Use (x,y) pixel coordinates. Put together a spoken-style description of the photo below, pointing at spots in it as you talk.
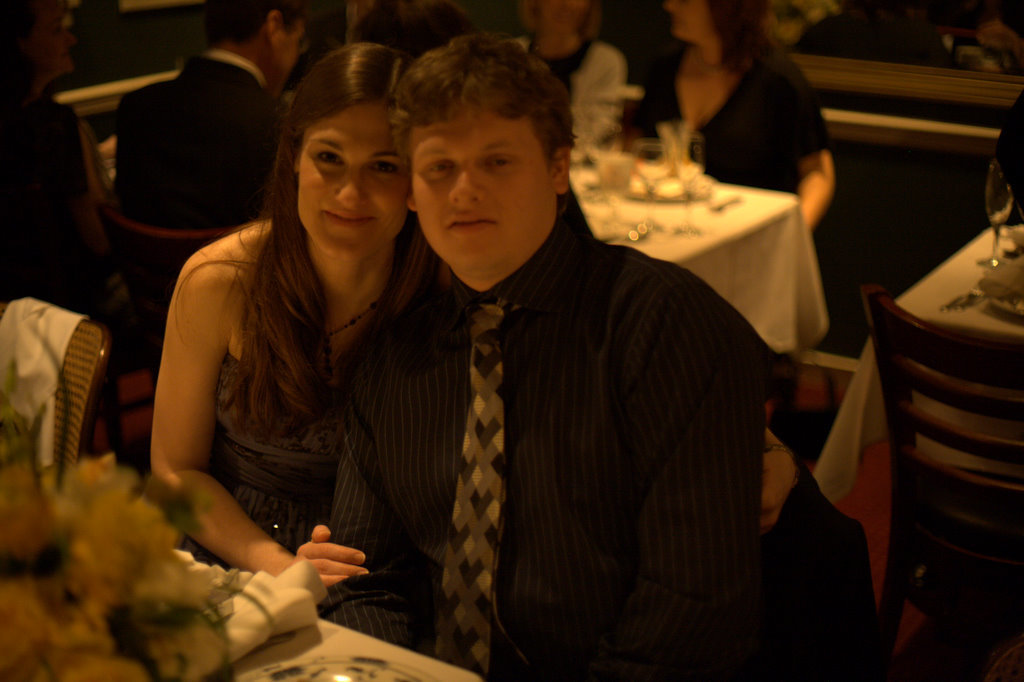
In this image we can see two people (416,525) are taking a photograph. A lady (267,479) is holding the hand (321,560) of a man (571,546). Backside of them, we can see a group of people (137,105) are sitting on the chairs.
